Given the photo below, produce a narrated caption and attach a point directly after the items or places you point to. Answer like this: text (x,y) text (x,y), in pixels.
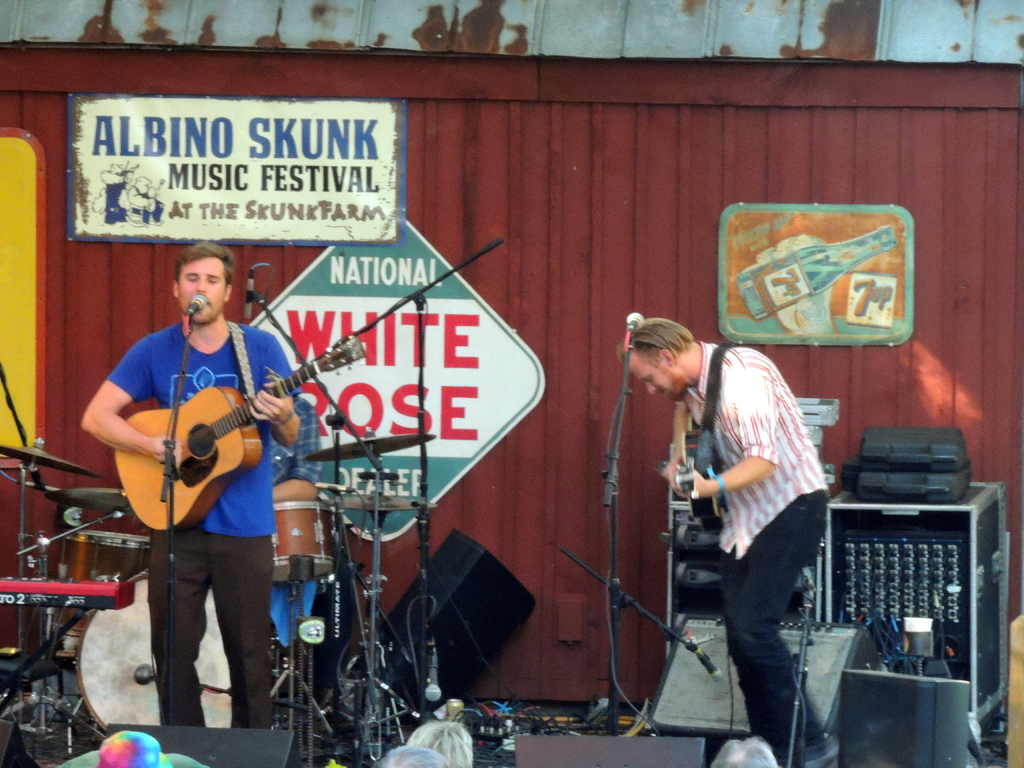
there is a stage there are so many wires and instruments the two persons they are holding the guitar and singing the songs in front of the mike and behind the person (761,699) there is a big red metallic wall (566,461) and the one person (182,646) is wearing the blue t-shirt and another person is wearing the white and red shirt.
